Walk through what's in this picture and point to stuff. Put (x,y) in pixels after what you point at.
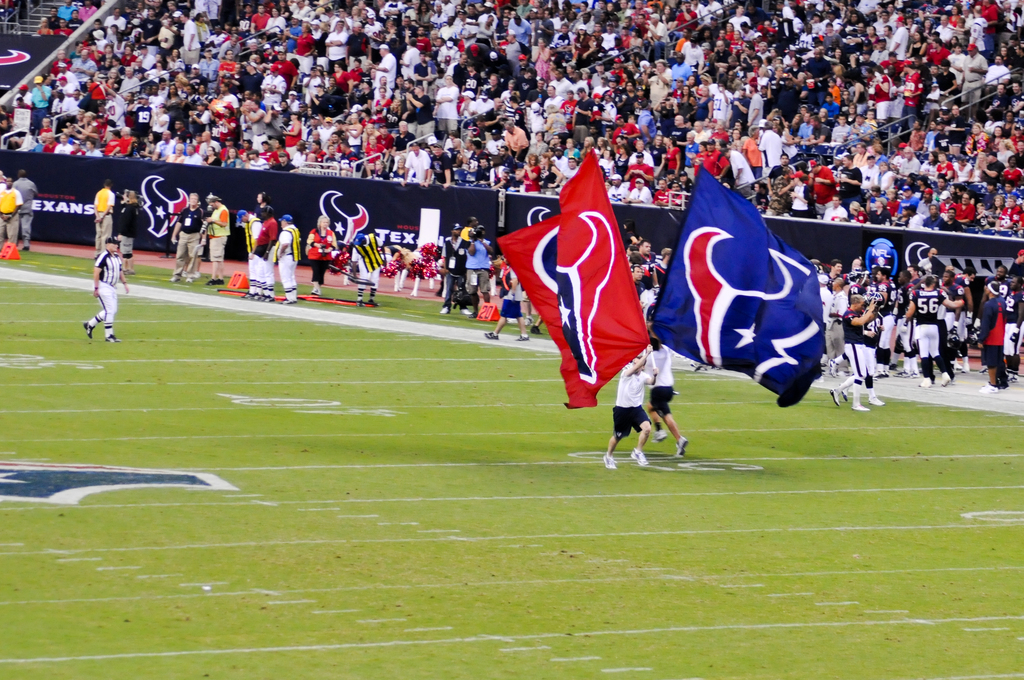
There are people (99,104), among them these two people (617,424) running on the ground (526,421) and holding flags (609,260). We can see hoardings (232,196). In the background (66,22) we can see rods (20,27) and these are audience (865,123).
